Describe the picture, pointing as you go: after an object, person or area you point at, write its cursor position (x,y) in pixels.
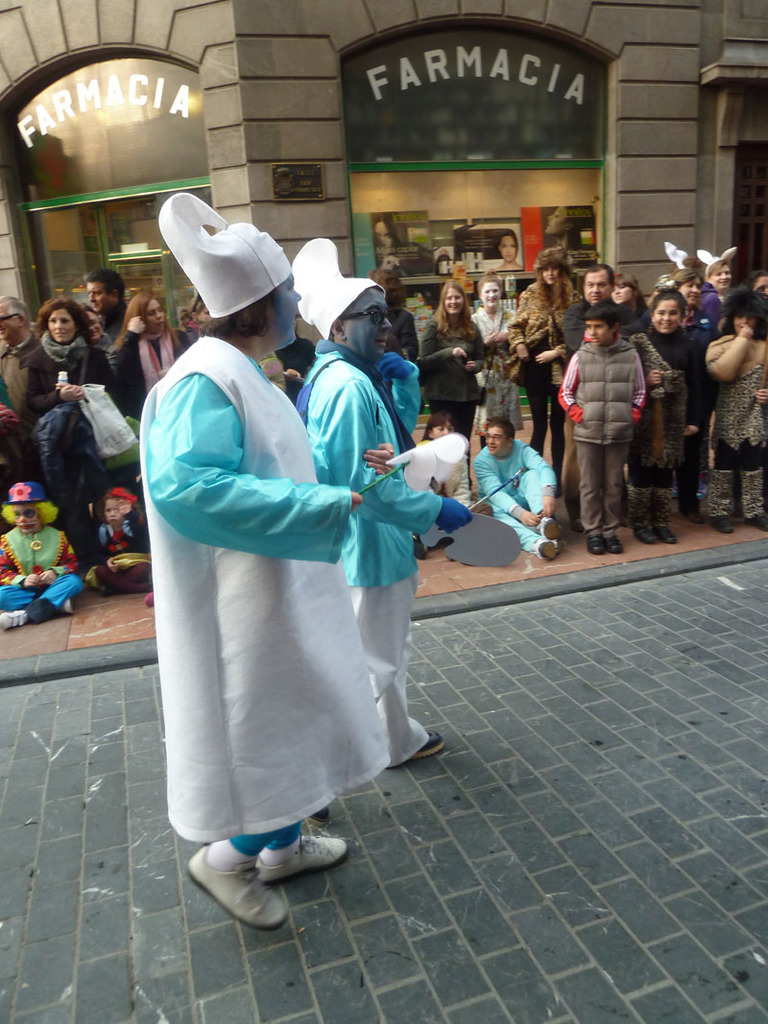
In this picture we can see there are two people (250,553) in the fancy dress (240,725) and walking on the path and some people (750,416) are standing and some people (108,544) are sitting. Behind the people (270,514) there is a wall (691,42) with glass doors (135,257) and some objects (381,229).
